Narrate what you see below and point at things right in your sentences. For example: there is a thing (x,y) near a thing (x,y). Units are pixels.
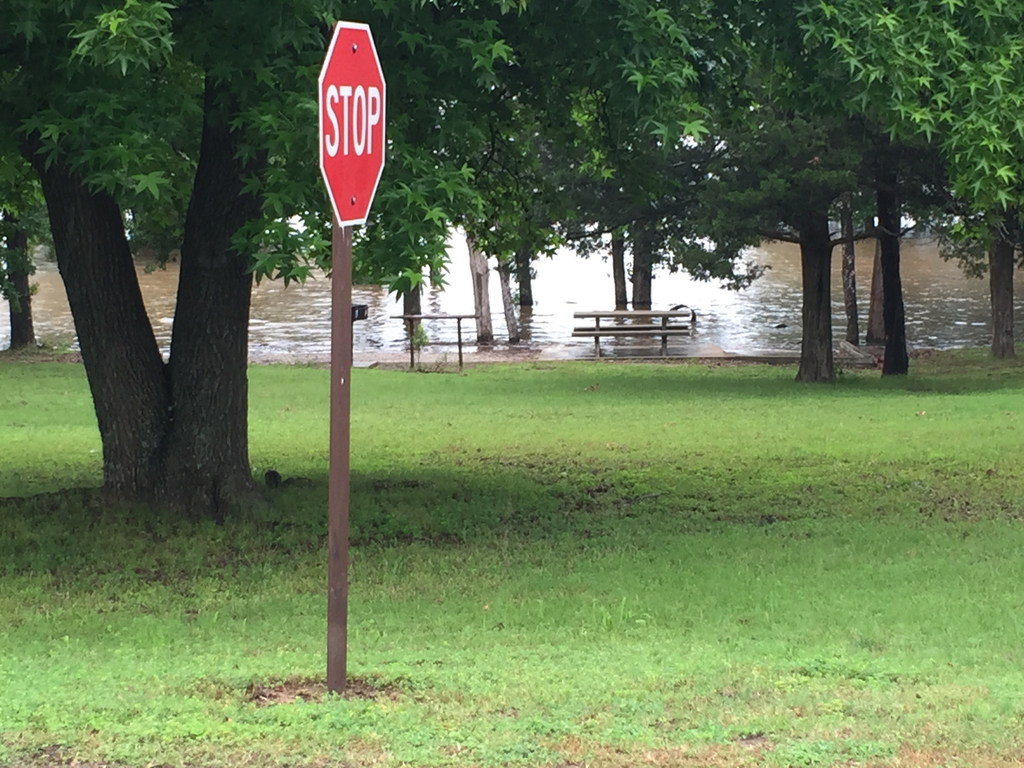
In the image there is a stop board (340,264), around that there is a lot of grass (462,550) and there are few trees (618,305) on the grass (352,519), in the background (606,290) there is a water surface (300,328).
